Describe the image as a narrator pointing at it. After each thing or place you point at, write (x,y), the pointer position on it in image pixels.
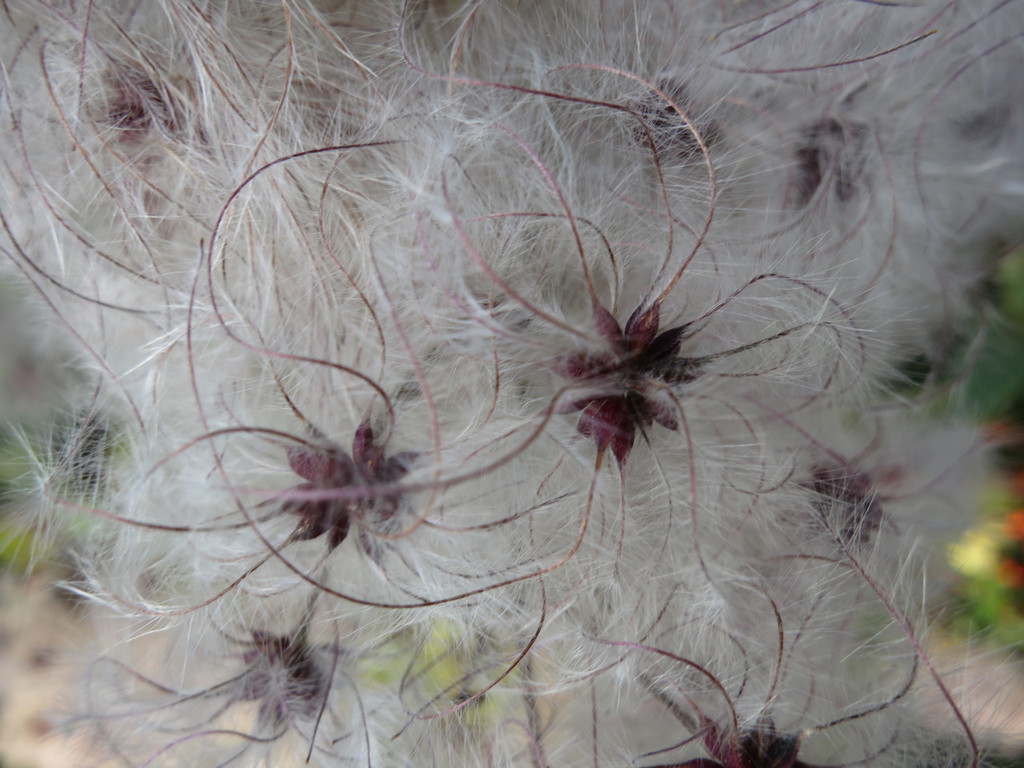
This is a zoomed in picture. In the center (674,403) there is a white color object (804,231) seems to be the flowers (569,355). In the background (1023,304) we can see the plants (985,497).
